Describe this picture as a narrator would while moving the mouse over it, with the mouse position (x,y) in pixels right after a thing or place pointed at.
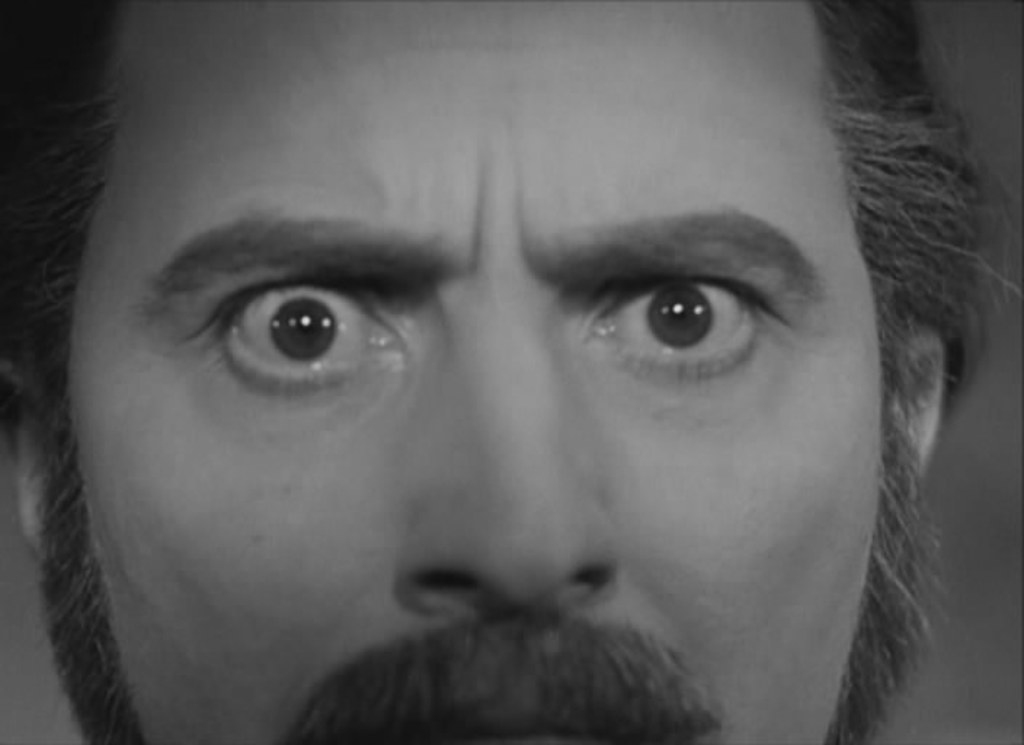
This is the black and white picture of a man (370,382) staring in the front (565,294).
